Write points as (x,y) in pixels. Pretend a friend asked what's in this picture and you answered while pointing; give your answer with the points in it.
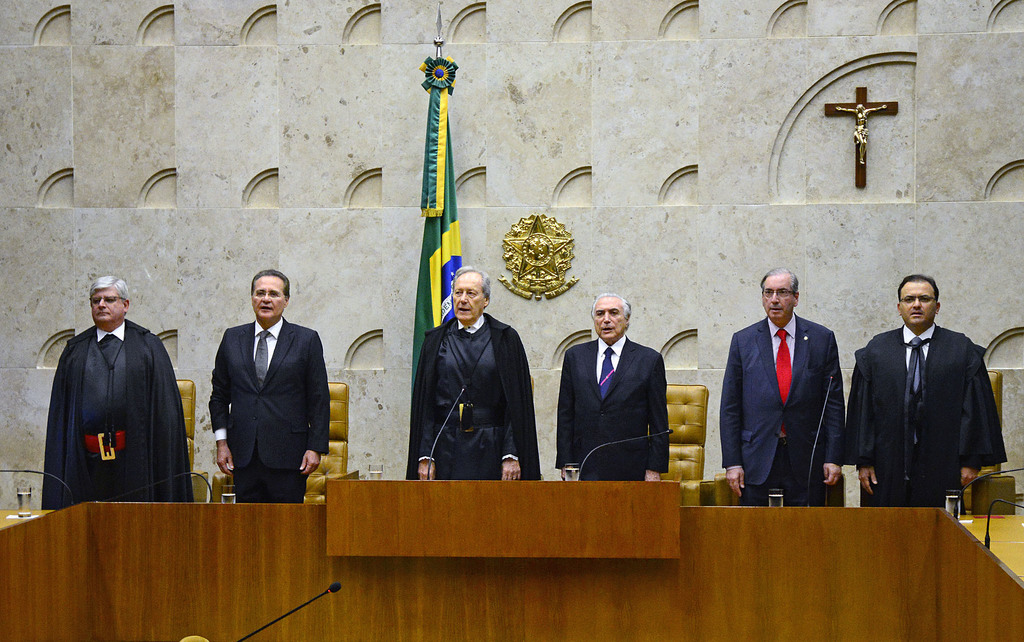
In this picture we can see a group of people (509,332), in front of them we can see a table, mics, glasses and in the background (577,332) we can see chairs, wall (547,335), flag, shield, cross (864,103).
